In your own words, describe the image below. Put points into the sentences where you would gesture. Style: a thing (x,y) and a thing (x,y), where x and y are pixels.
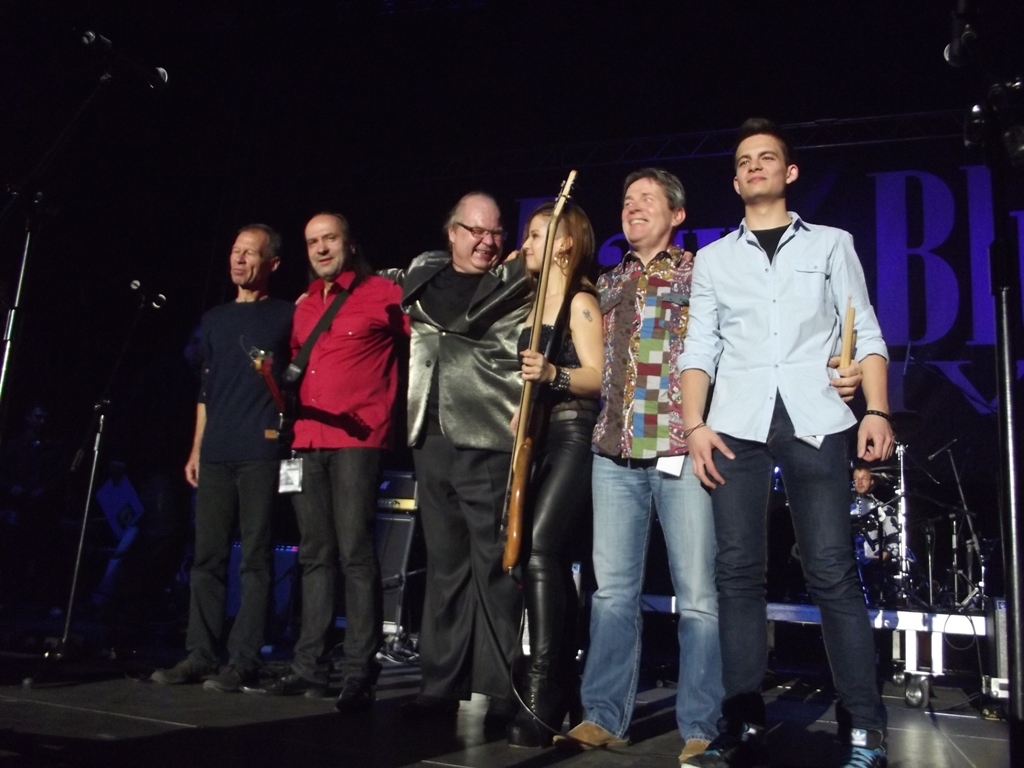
In this image there are six person (498,386) standing on the floor (401,726). There is a mic (157,82) and a stand (75,118).
